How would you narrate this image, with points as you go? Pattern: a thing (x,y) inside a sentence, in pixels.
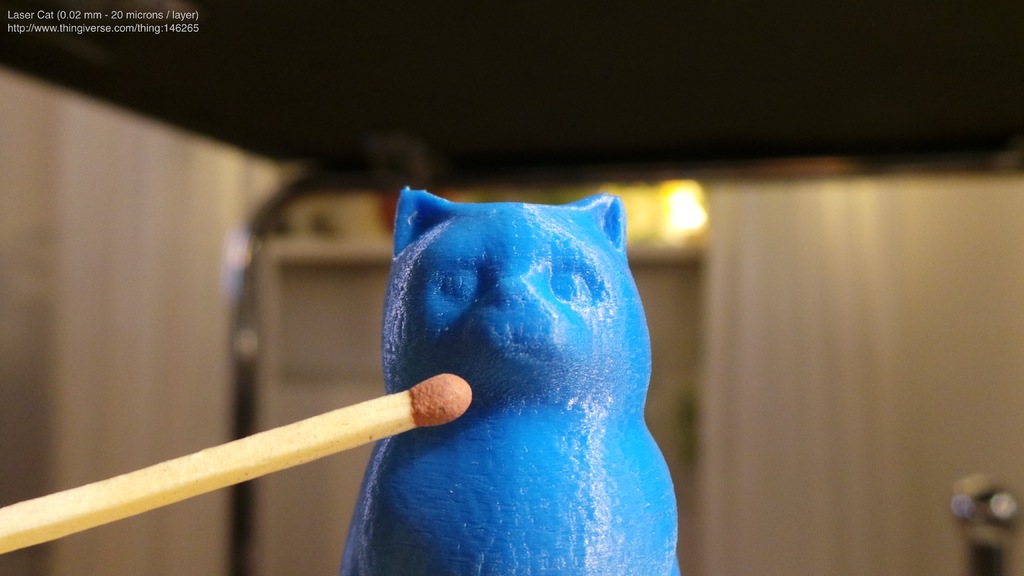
In this picture we can see a toy (541,492) in the front (532,505), on the left side (298,436) there is a match stick (318,447), we can see a blurry background (902,235), at the left top (123,21) we can see some text (106,23).
